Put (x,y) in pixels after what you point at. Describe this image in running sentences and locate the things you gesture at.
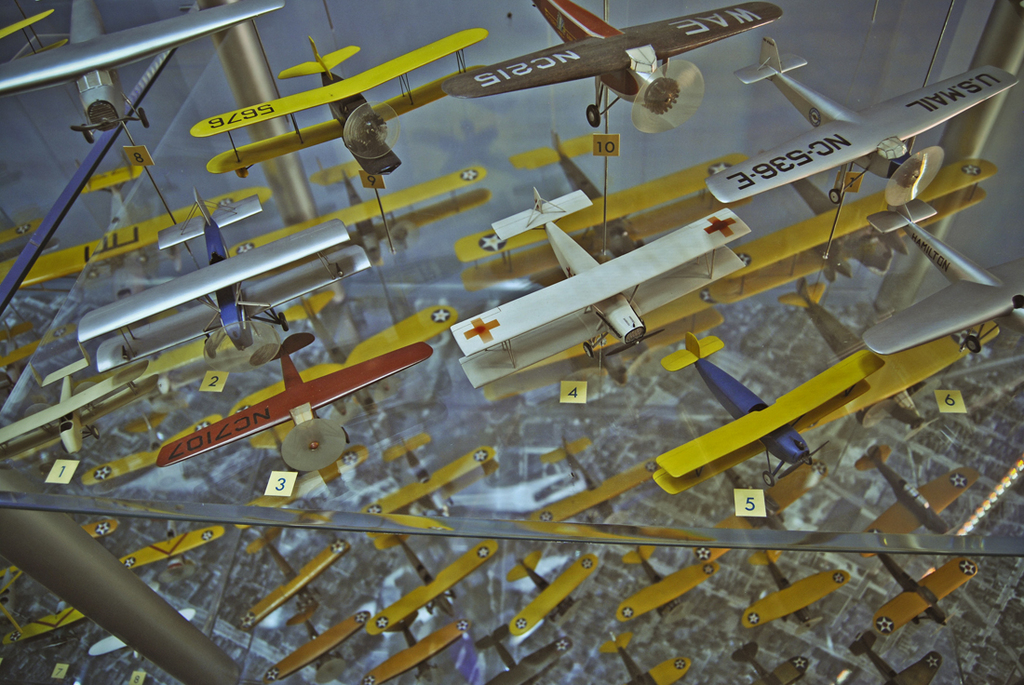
In this image we can see many airplanes (490,277) on a glass table (81,491).
